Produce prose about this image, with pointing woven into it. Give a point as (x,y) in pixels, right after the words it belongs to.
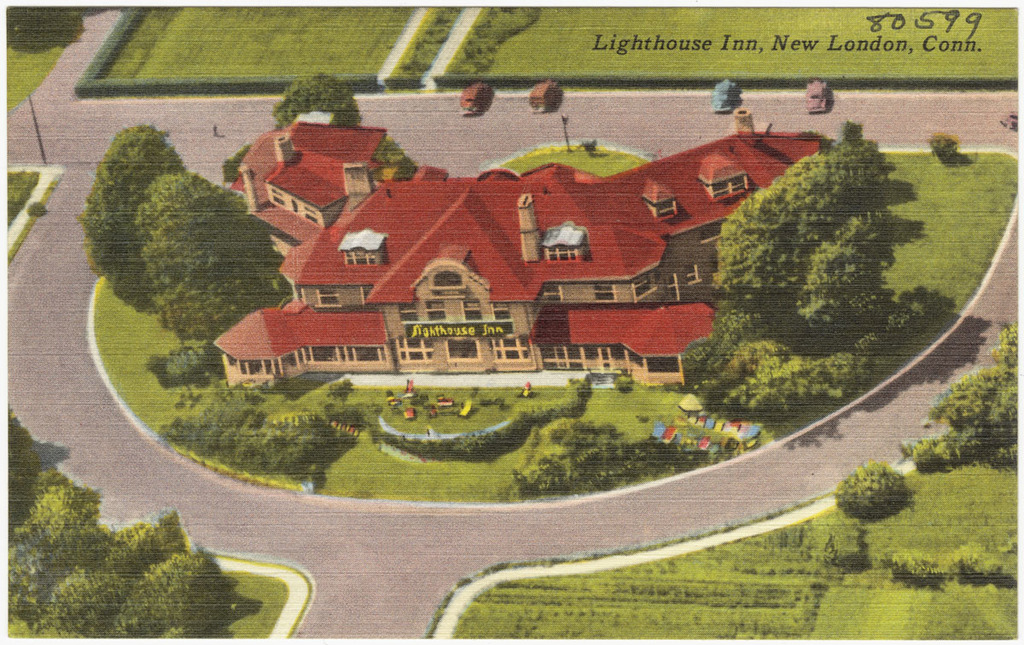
In this picture we can see a cover page (421,292), in the cover page (631,350) we can find a house (625,272), few trees (735,264) and shrubs (606,485).
